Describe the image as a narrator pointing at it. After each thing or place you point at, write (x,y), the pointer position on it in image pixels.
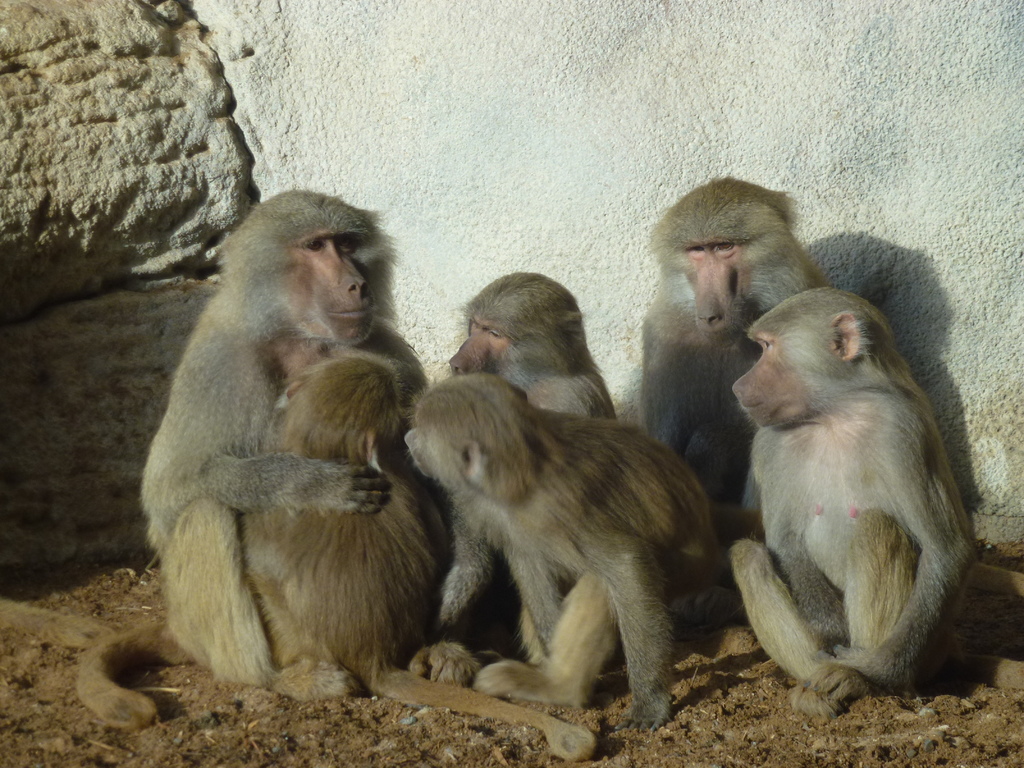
In this picture there are monkeys (462,422) sitting on the sand (827,749). At the back (713,77) there is a wall (639,82). At the bottom (827,749) there is sand (818,722).
